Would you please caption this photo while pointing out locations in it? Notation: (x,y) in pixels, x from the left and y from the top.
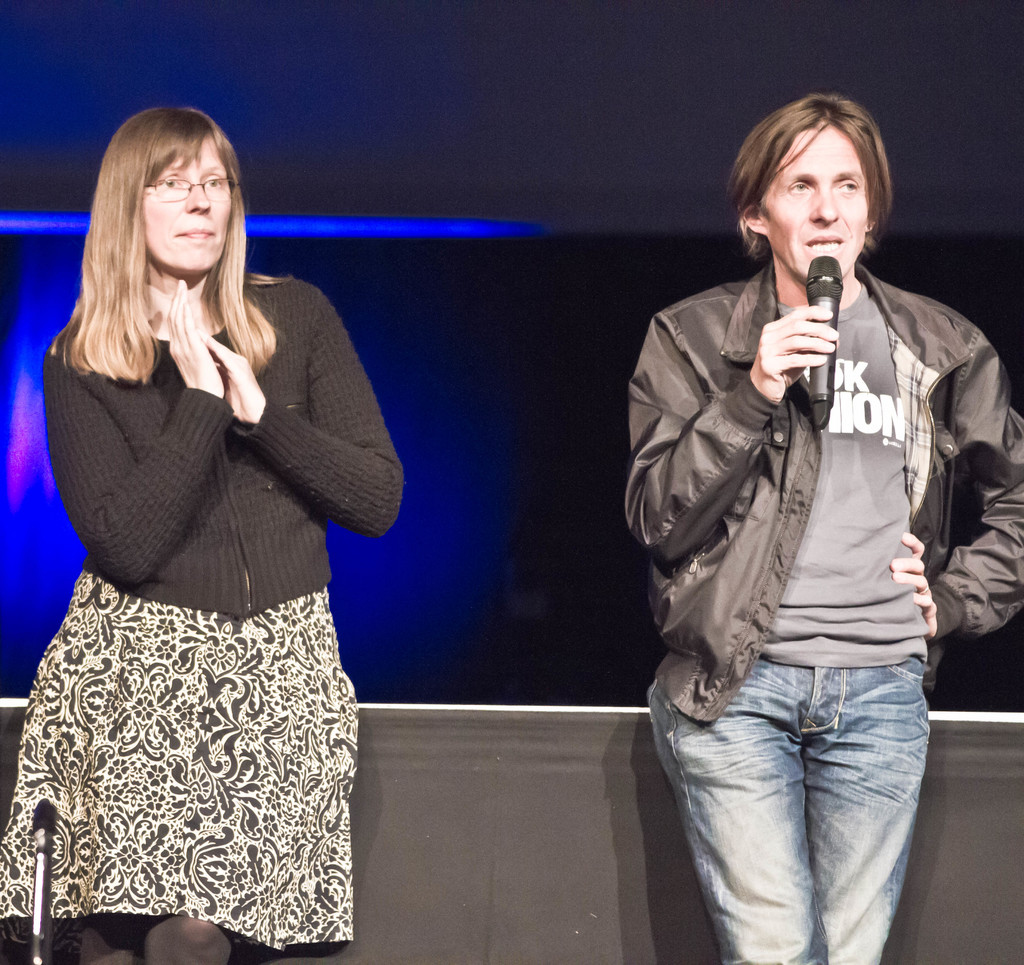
In this picture we can see a man (884,374) standing and holding a mike (823,278) in his hand (817,358) and talking. Beside to him we can see a woman (108,471) with long hair (124,330), wearing spectacles (180,183) standing and she is clapping. Background (471,413) is blue in colour.
